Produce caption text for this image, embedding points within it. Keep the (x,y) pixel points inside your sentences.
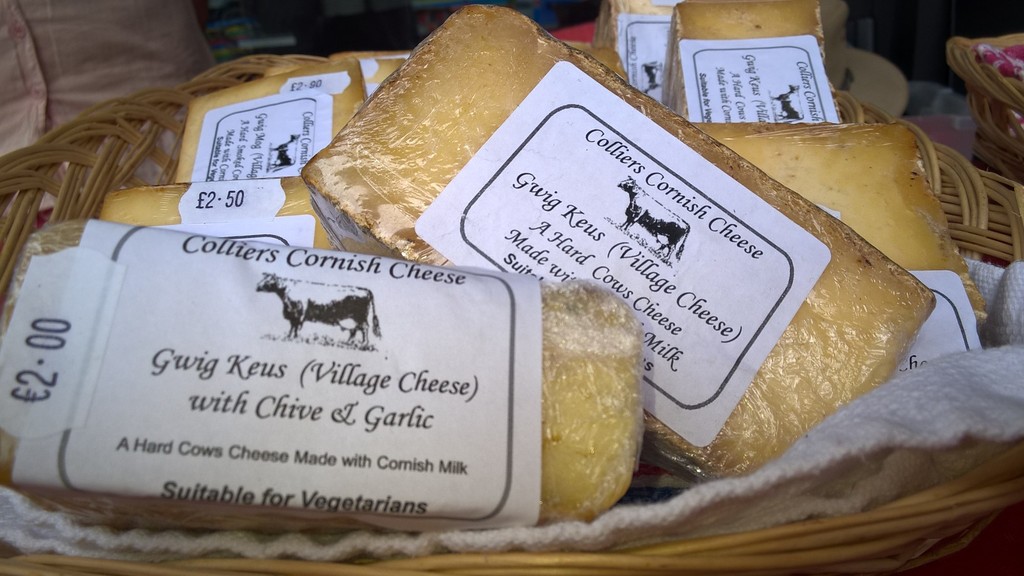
In the image we can see wooden baskets (816,527). In it there are food items (445,283), wrapped in the plastic cover (429,127) and label (386,365) on it. On the label (317,437) we can see a text (307,402) and symbol (311,315) of an animal (349,324).
